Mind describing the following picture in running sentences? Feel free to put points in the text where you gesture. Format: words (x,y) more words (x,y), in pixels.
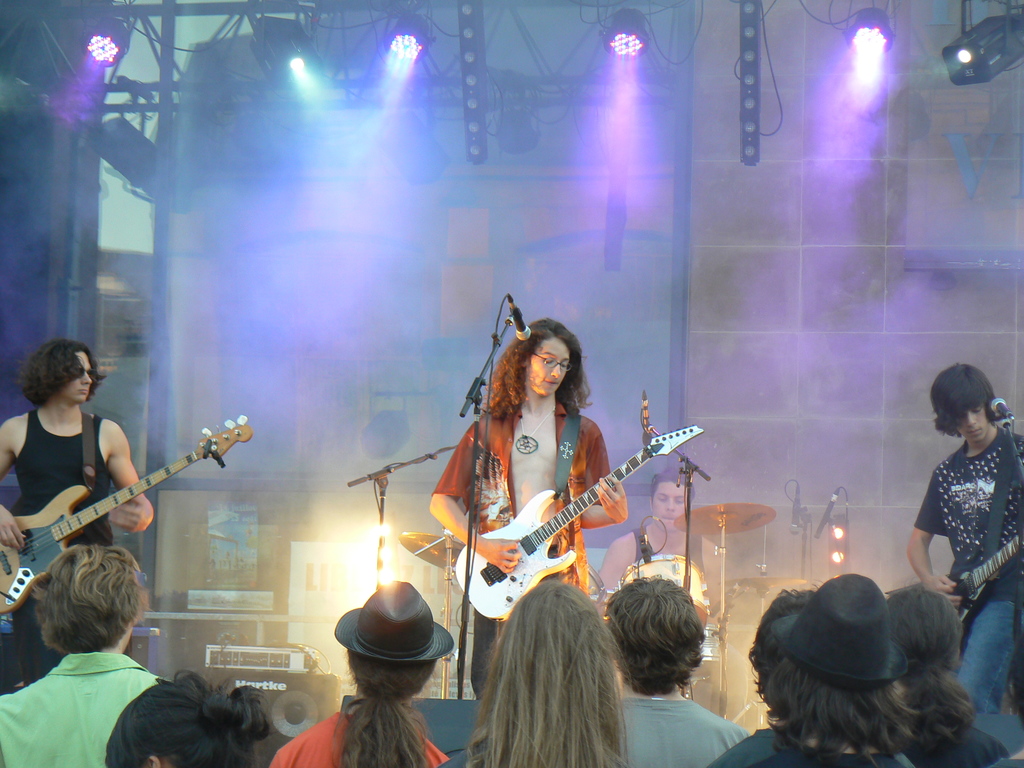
In this image I see 3 men (70,421) and all of them are holding guitars (12,592) and there are few people (15,728) over here. In the background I see the lights (997,41), a man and he is near the drums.
